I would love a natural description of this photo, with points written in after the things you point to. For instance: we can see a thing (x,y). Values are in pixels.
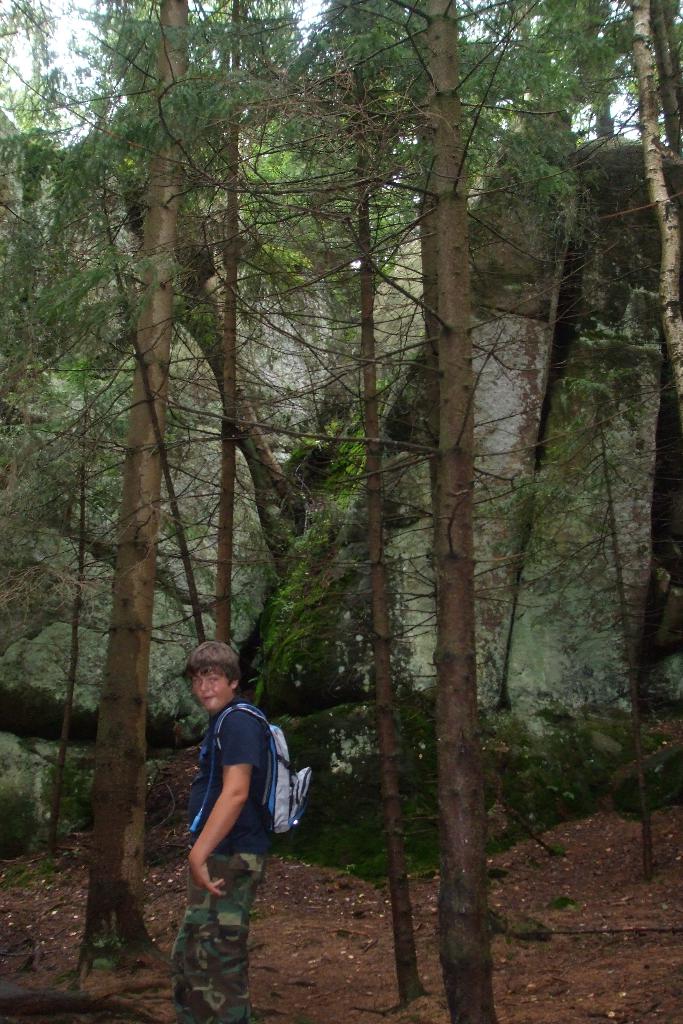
In this image we can see trees (375,539). There is a boy (174,982) wearing a bag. At the bottom of the image (327,975) there is soil (327,975). In the background of the image (169,636) there is a mountain (620,310).
